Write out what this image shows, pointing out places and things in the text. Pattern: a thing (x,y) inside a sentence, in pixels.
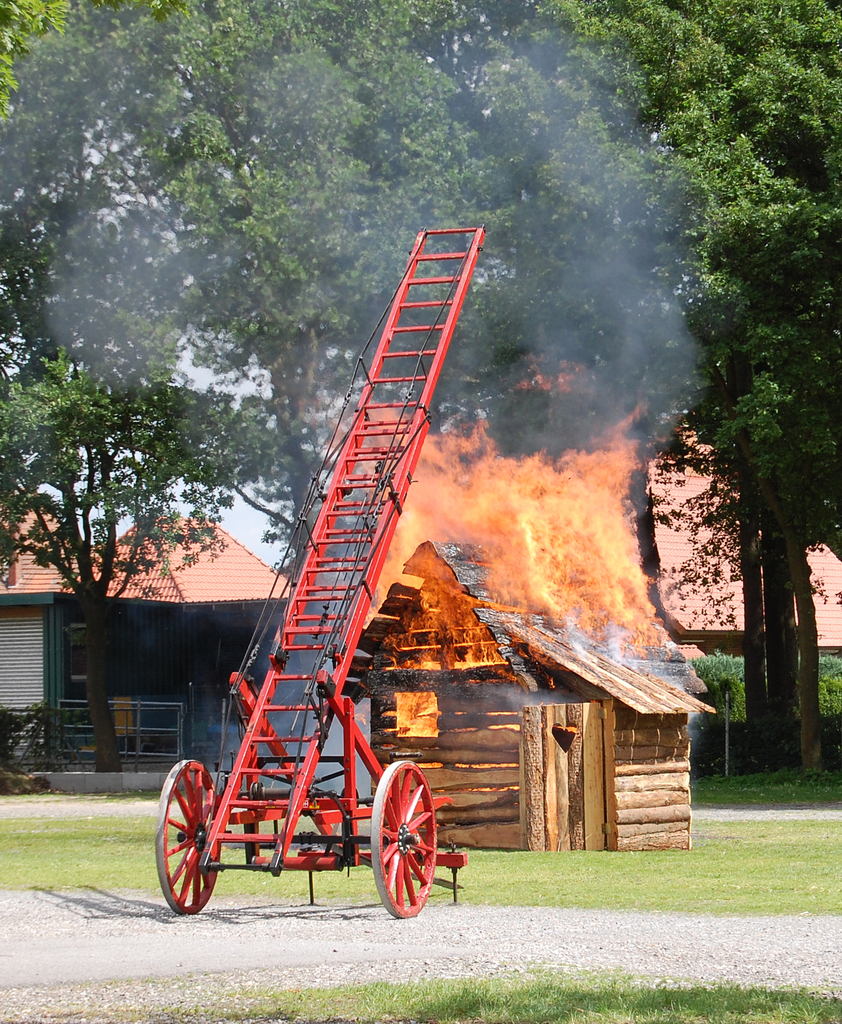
In this image I can see a ladder (370,829) which is in red color. Background (628,820) I can see a house (694,676) with fire (583,461) and a building (46,605) in white and brown color, trees (241,246) in green color and sky (210,378) in white color.
